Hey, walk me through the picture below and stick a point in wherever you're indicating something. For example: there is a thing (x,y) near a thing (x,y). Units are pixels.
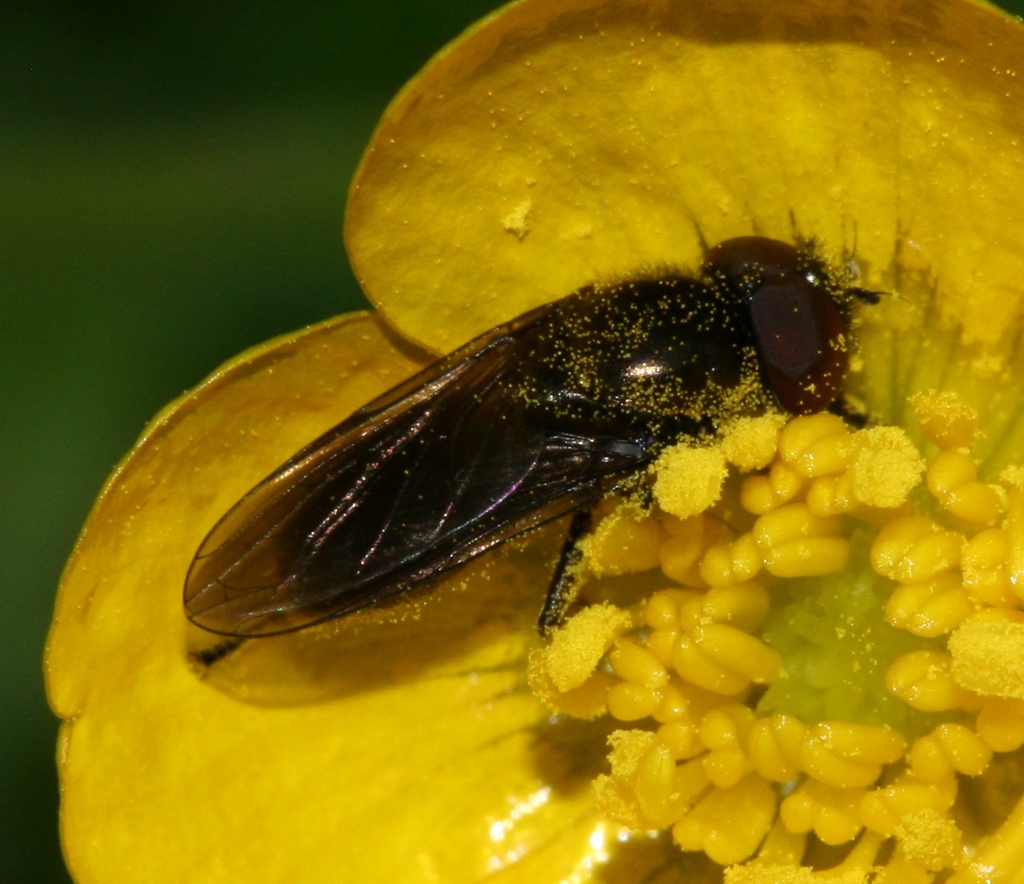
In this image there is an insect (336,483) on a yellow color flower (465,325), and there is blur background (147,331).
